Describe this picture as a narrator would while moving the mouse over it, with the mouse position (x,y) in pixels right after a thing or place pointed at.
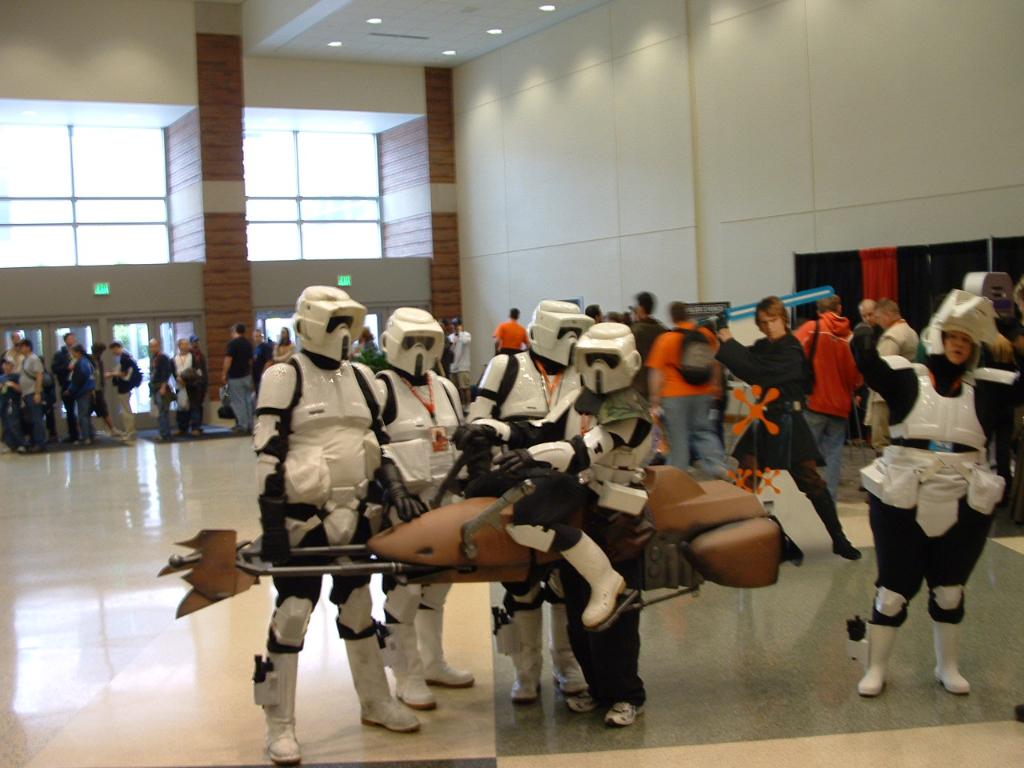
In this image we can see the people (365,454) with white color masks (425,354) and holding the object (495,514) and standing on the floor (391,743). In the background (95,373) we can also see many people (181,356) standing. Image also consists of the ceiling lights (340,43). We can also see the wall (700,198) and the glass windows (45,230).
